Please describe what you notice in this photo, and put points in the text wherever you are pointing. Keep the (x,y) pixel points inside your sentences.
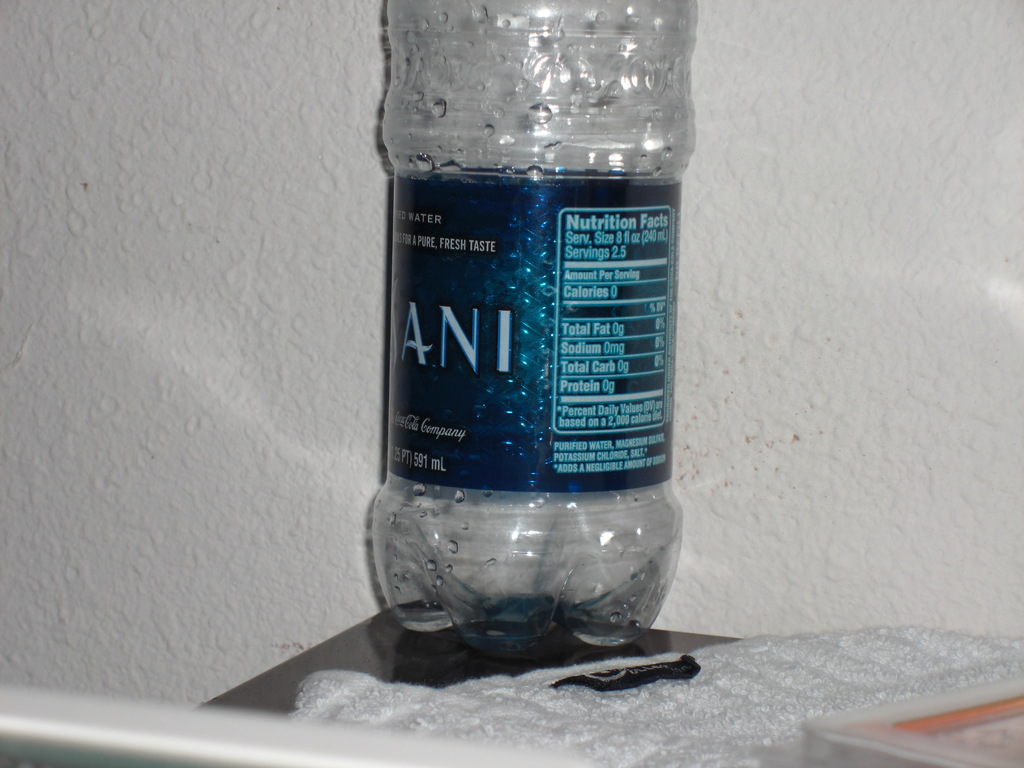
In this picture we can see a bottle (615,120) and table (410,672) and here we can see some cloth (762,727) and in background (851,617) it is wall (380,247).
